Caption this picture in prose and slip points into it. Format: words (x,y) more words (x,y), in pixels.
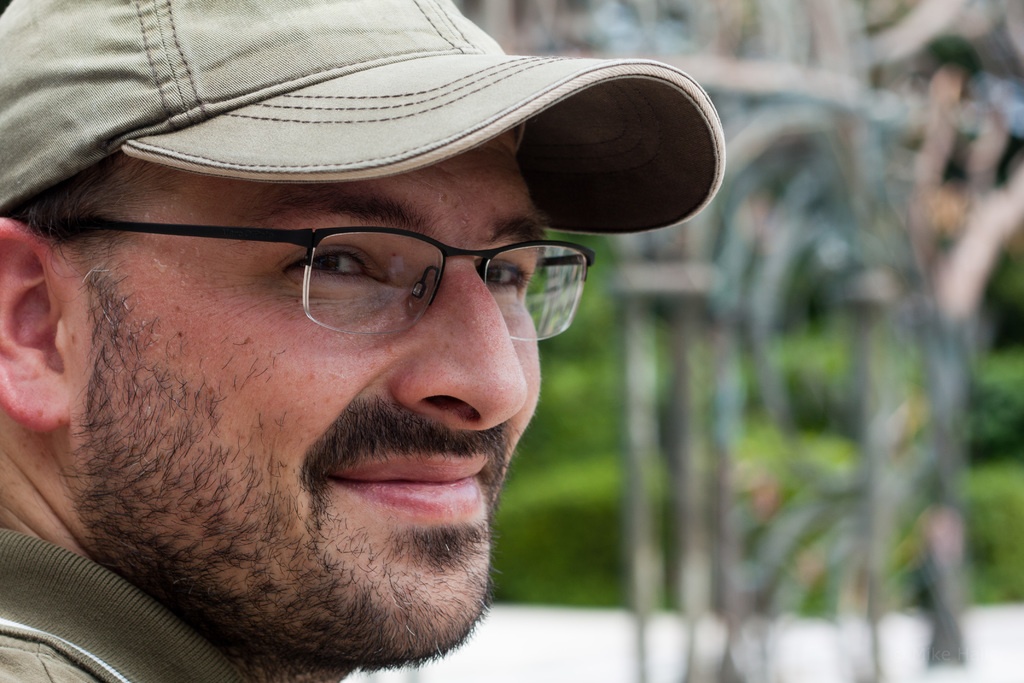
In this image we can see a man (297,551) is smiling and he is wearing green color t-shirt (86,622) and cap (322,98).
